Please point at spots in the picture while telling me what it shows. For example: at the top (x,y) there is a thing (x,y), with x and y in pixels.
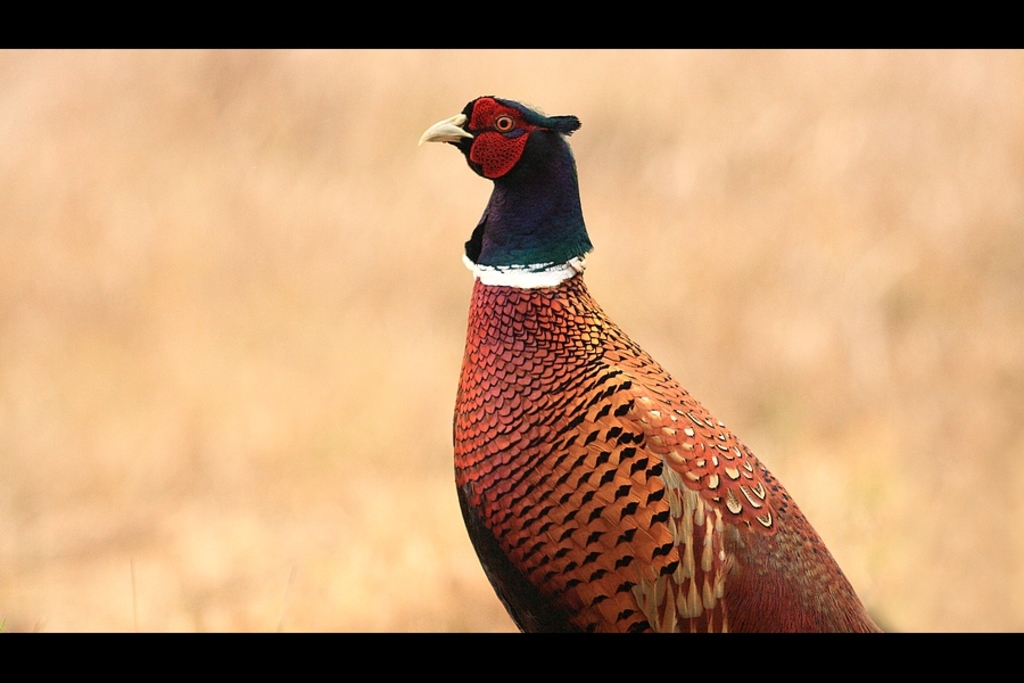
In this image, at the right side (723,564), we can see a ring-necked pheasant (585,363), there is a blur background (927,151).
